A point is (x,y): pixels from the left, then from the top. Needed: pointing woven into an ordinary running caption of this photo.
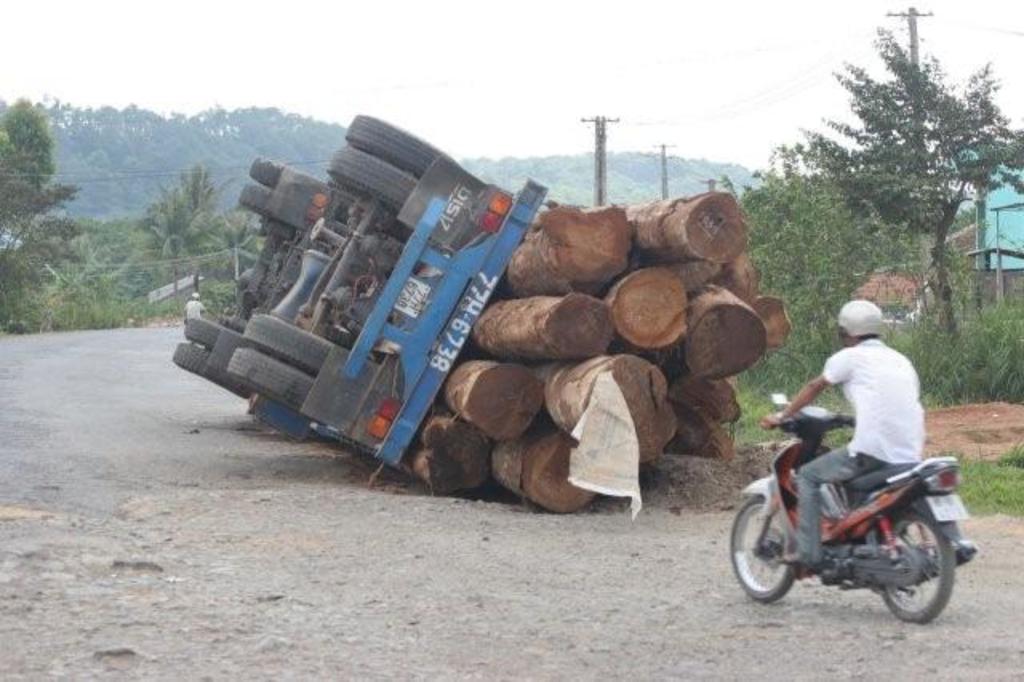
In this image the man (767,418) is riding a bike (885,534). There is vehicle (388,321) and some logs (669,327). At the back side (824,205) there is a tree (936,222) and a building (992,244).
